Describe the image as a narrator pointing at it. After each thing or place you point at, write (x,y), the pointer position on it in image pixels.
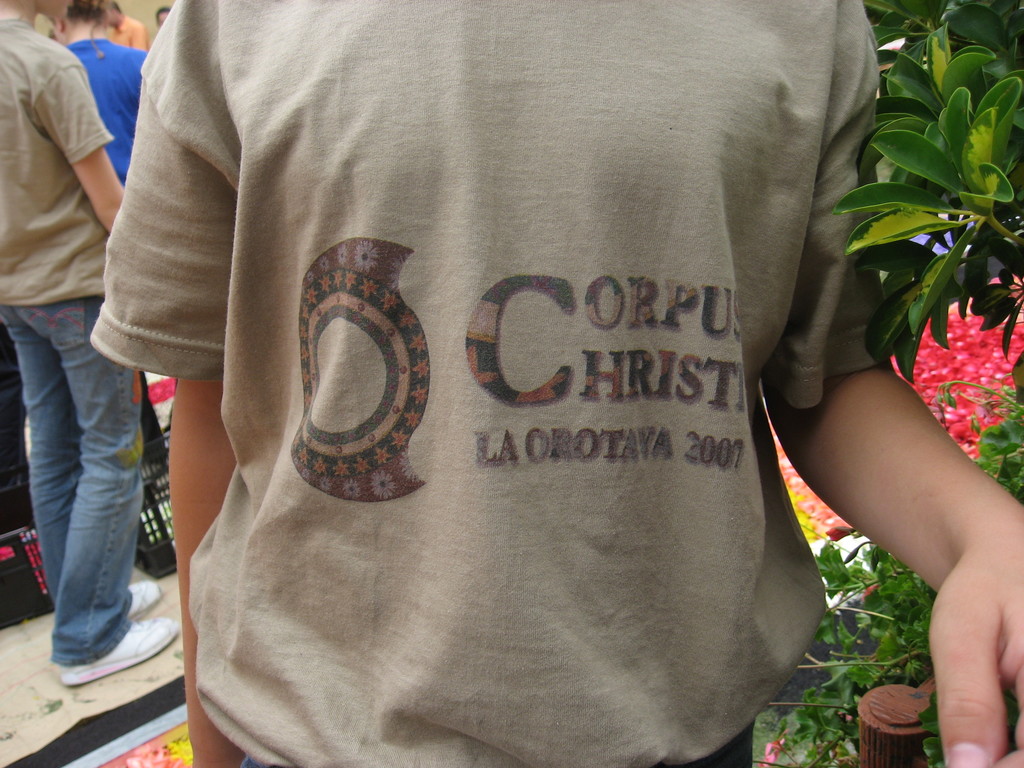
In this picture we can see a group of people (591,741) standing on the floor (168,593), leaves (878,649) and in the background (138,13) we can see wall (131,12).
